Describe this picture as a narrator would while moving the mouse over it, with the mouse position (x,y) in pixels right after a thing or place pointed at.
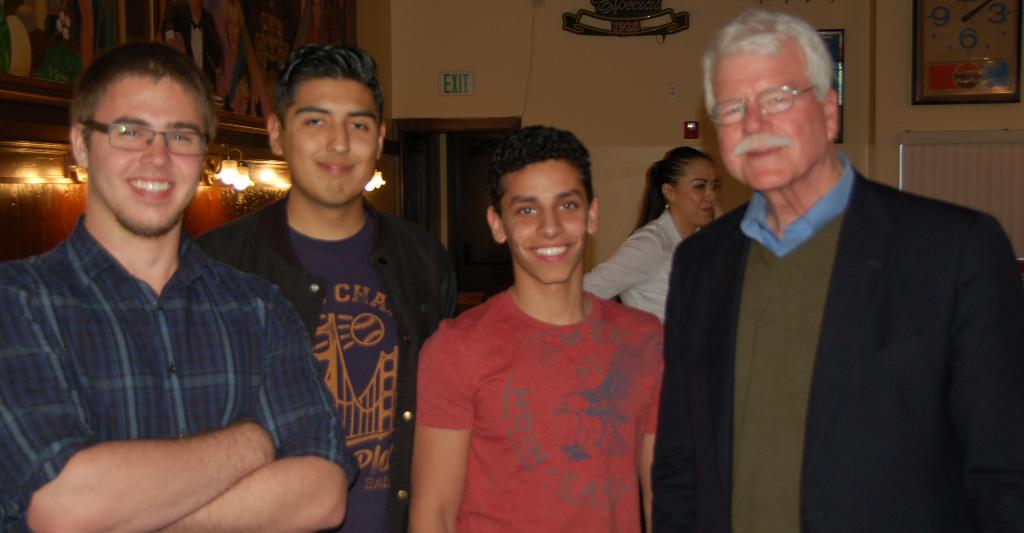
In this image I can see few people (510,245) are standing. I can also see smile (754,150) on their faces (287,124) and I can see two of them are wearing specs (796,93). In the background (471,76) I can see a exit board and few frames (995,65) on this wall (651,40).
